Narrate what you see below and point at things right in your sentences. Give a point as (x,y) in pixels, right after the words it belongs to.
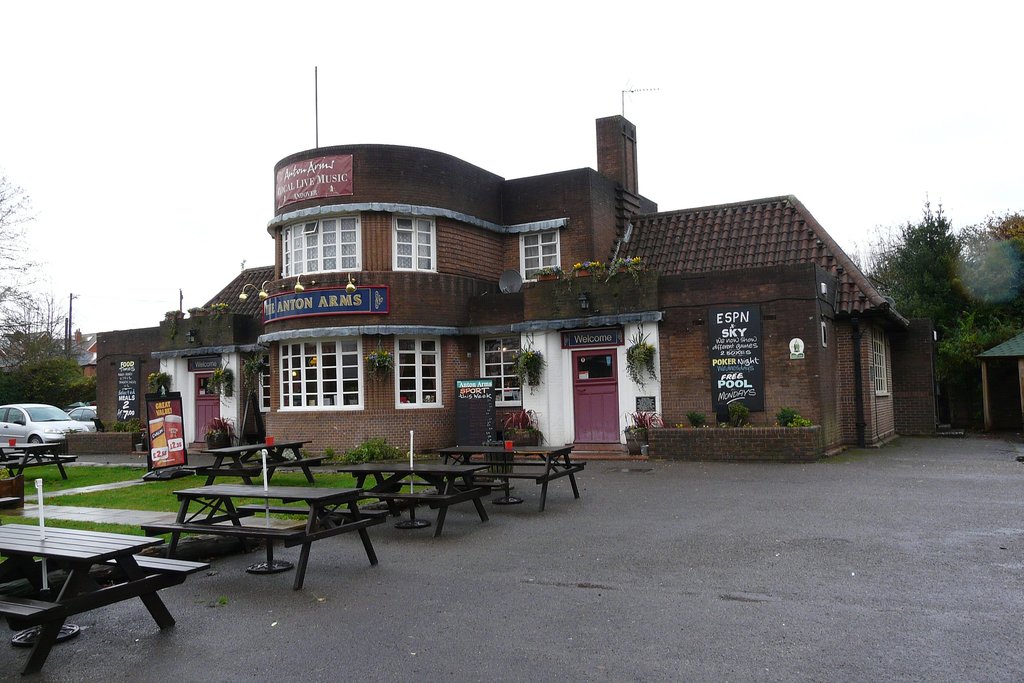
In this picture I can see the building (676,395). On the left (74,418) I can see some cars (57,434) which are parked near to the trees (54,399) and pole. In the bottom left (30,531) I can see many tables (99,537) and benches (226,528) near to the grass (134,500). At the top (448,74) I can see the sky (325,50).
